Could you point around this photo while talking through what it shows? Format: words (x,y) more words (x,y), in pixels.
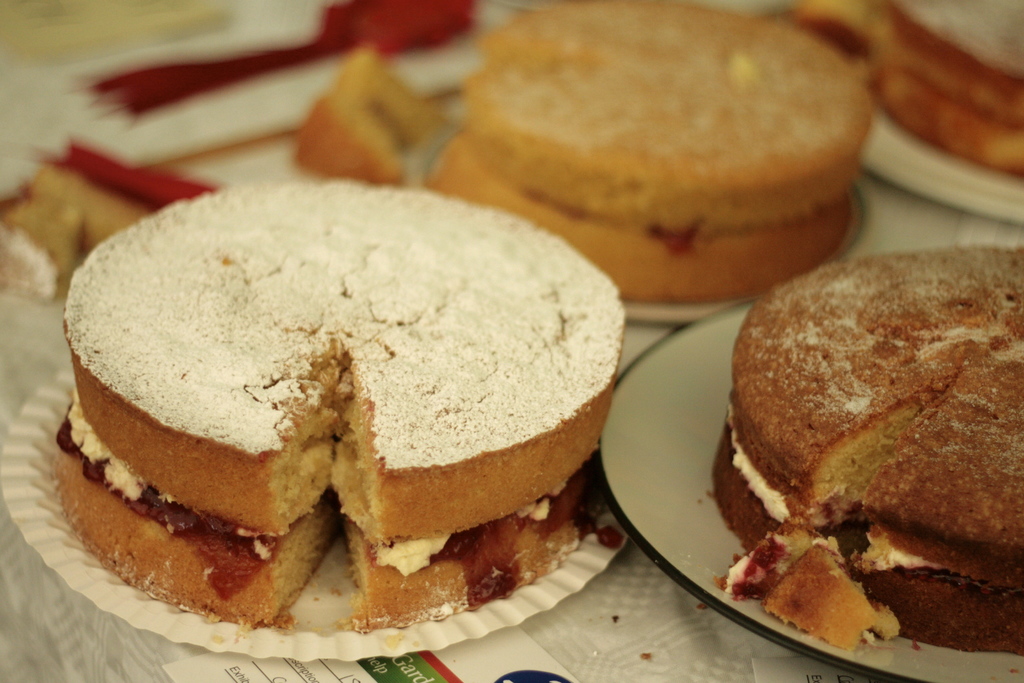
In this image there are cakes (478,198) kept on the plates (723,529) which are kept on the table (653,645). The table (640,642) is covered with a cloth (638,665). There are few objects (208,11) on the table (169,156). Bottom of the image (478,662) there is a paper (479,662) having some text (360,659).
